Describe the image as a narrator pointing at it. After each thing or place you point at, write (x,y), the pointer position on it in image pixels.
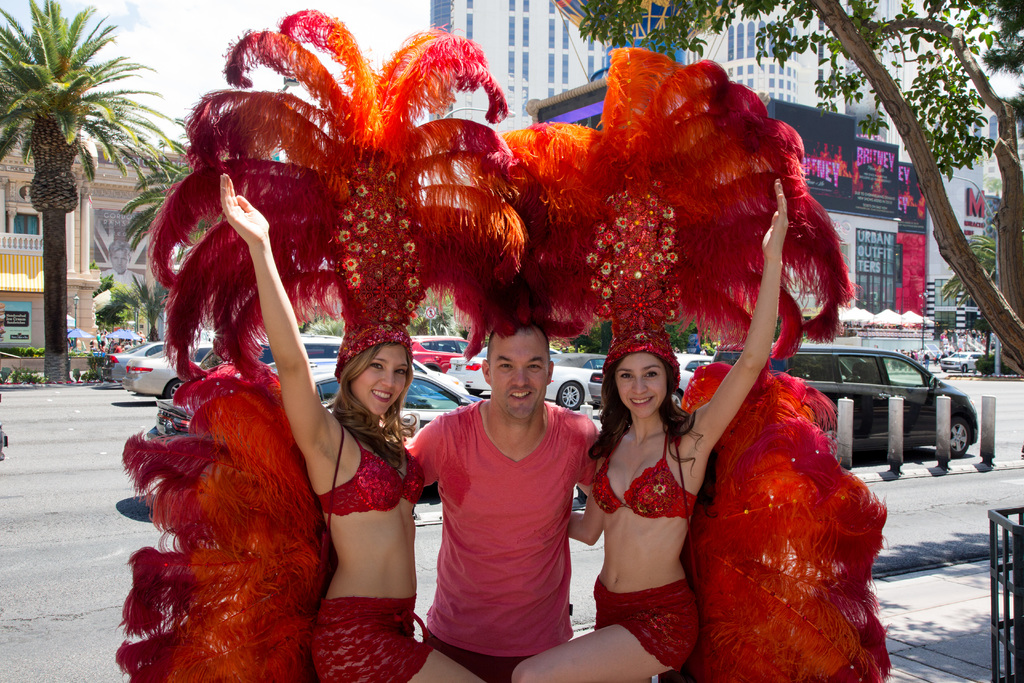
In this image there is a man (561,417) with two women (403,390) in red costume (730,608). In the background (961,294) there are buildings (143,259) and trees (139,317). There are also cars (719,355) on the road (25,416). Fence (1001,571) and small construction poles (942,446) are also visible. There is a cloudy sky (179,38).
